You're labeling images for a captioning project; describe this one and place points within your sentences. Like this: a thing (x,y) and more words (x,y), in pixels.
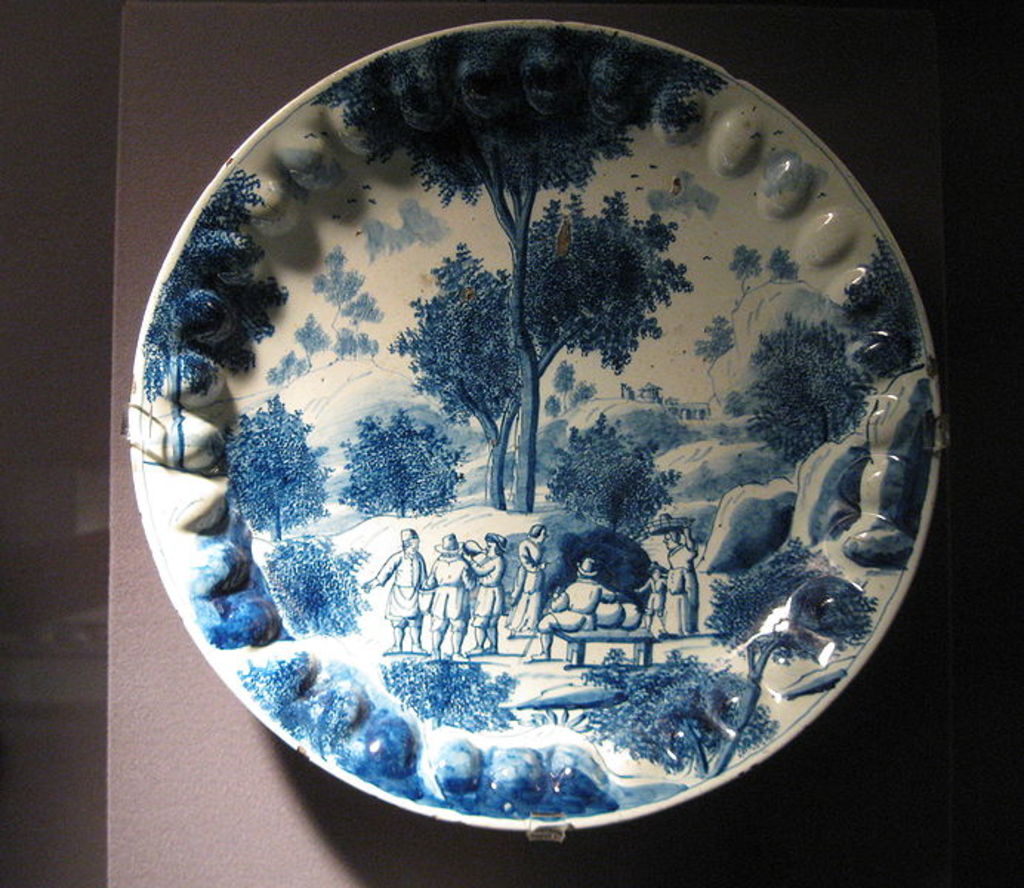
In this image there is a plate (320,708) on the wall (267,807). On the plate (497,513) there is a print (484,433) of trees (444,407) and a few people (485,596). In the background (720,477) there are hills (696,451) and a house (676,412). In the foreground (614,637) there is a person (580,624) sitting on a bench (576,649).
